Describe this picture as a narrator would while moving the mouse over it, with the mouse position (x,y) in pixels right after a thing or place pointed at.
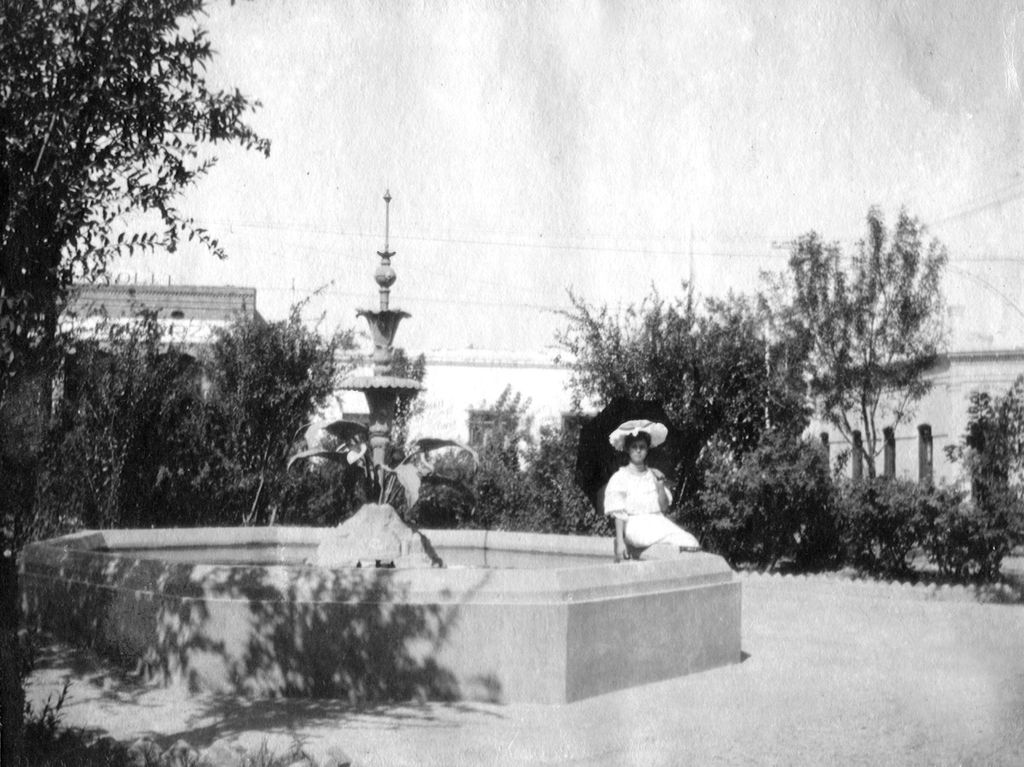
This is a black and white image. In the image there is a fountain (367,561). On the fountain wall (662,594) there is a lady (646,485) sitting. Behind her there are many trees (318,379). Behind the trees (66,415) there are few buildings (445,370).
